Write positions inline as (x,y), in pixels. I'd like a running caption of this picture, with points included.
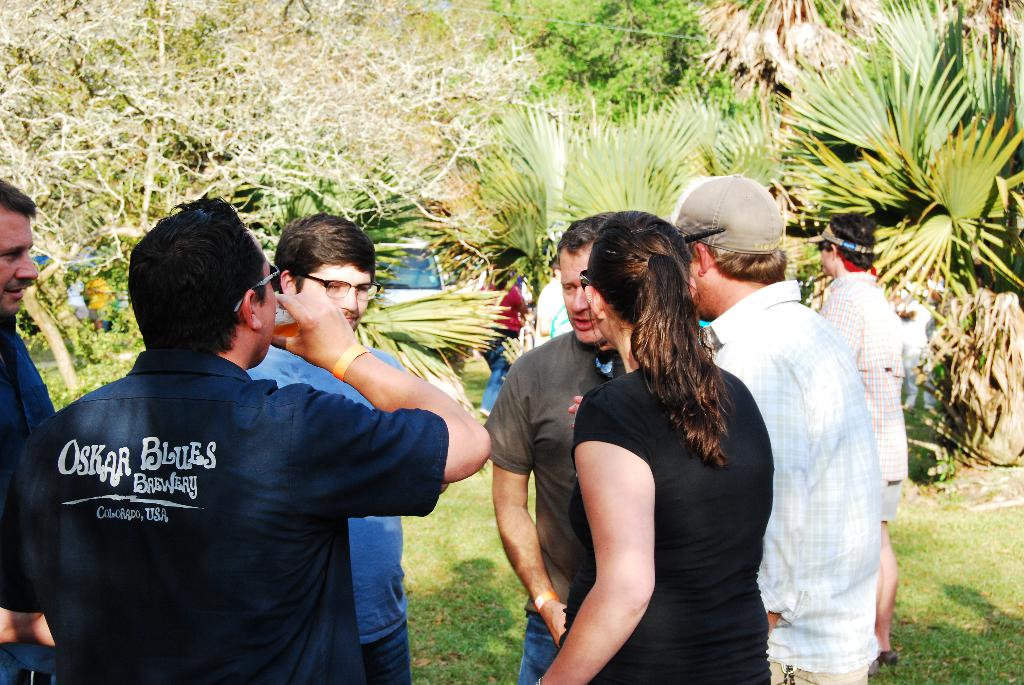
In this image I see people (609,279) in front (12,398) and I see that this man (136,393) is holding a thing (282,315) near to his mouth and I see something is written over here. In the background (1015,442) I see the green grass (970,653), trees (444,31), few more people (524,277) and I see a car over here.
